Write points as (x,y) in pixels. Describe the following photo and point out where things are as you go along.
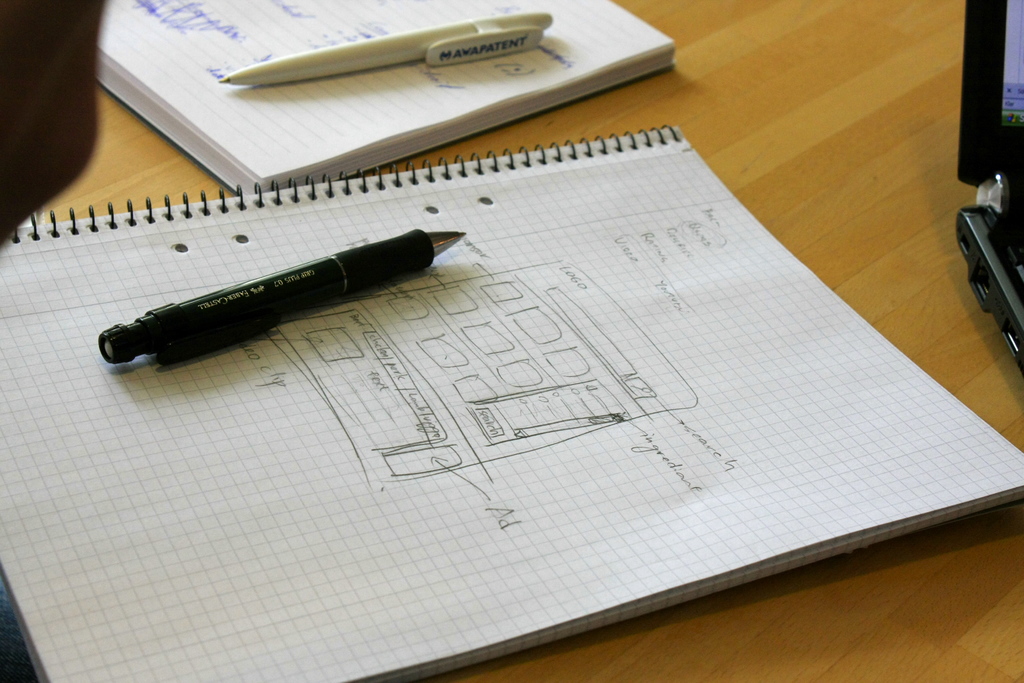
There is a pen (251,299) on the book (528,448), at the top (541,30) there is another pen (283,63) in white color.
